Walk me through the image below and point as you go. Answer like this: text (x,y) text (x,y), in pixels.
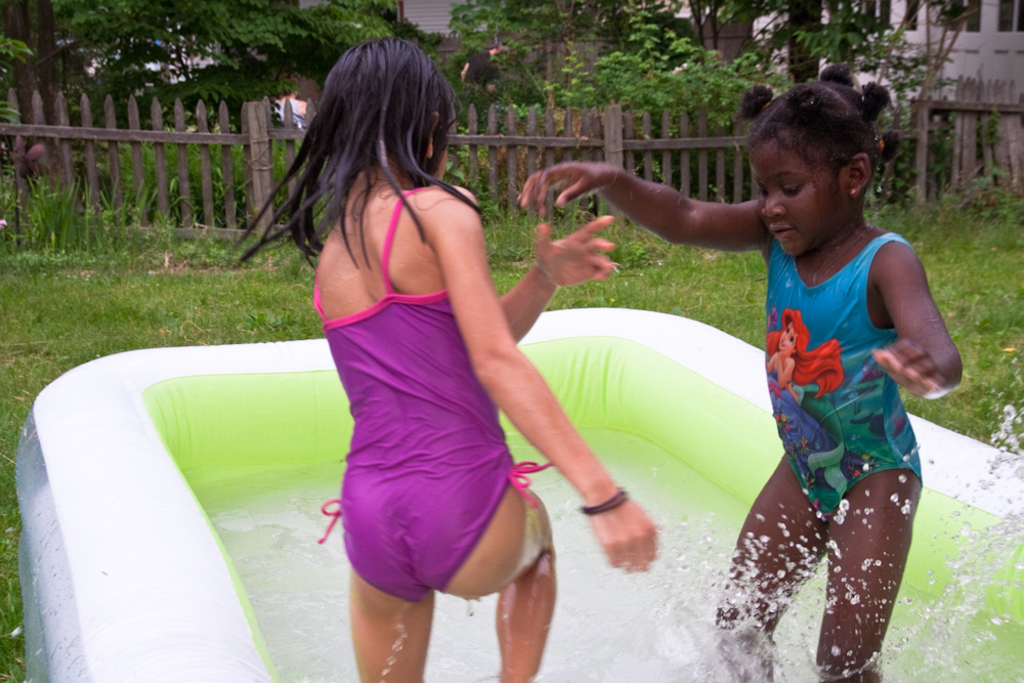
In this image we can see a tub (652,385) with water (604,593) and there are two persons (773,254) playing on the water (576,558). In the background (540,220), we can see a grass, trees (558,85), fence (553,128) and building (966,67).
